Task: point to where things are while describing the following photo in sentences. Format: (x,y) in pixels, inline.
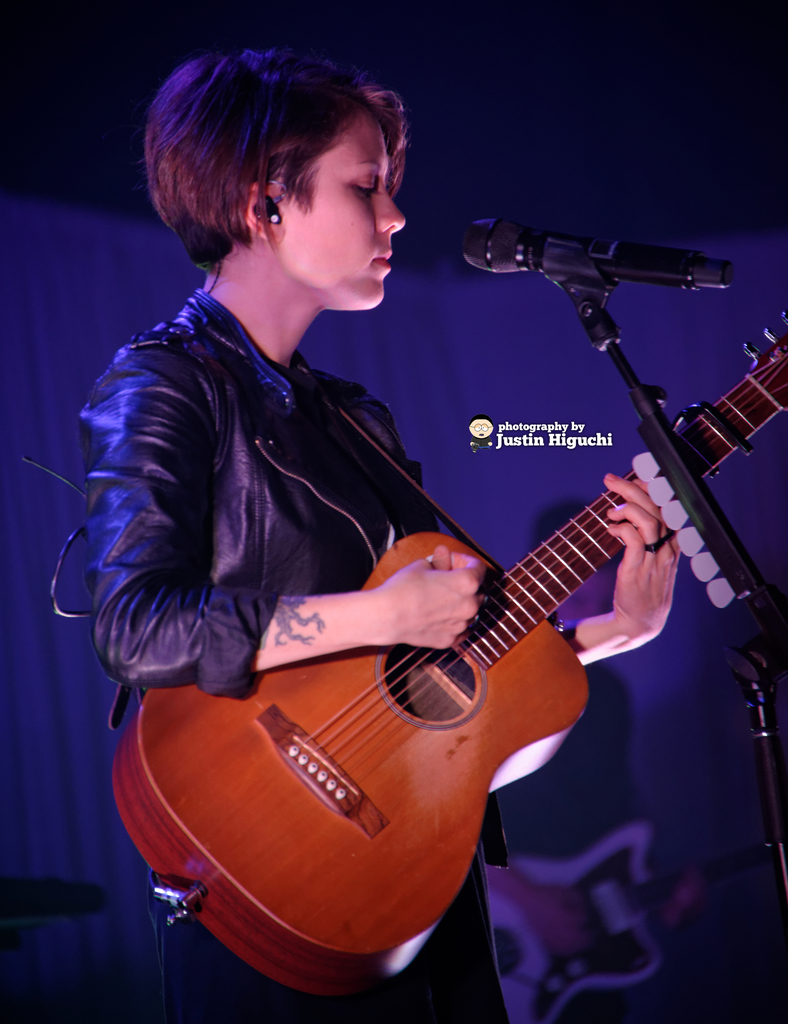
In this image I can see a person (230,568) wearing black color jacket (216,538), standing and playing the guitar (420,696). In front of this person (270,318) there is a mike stand (758,615).
